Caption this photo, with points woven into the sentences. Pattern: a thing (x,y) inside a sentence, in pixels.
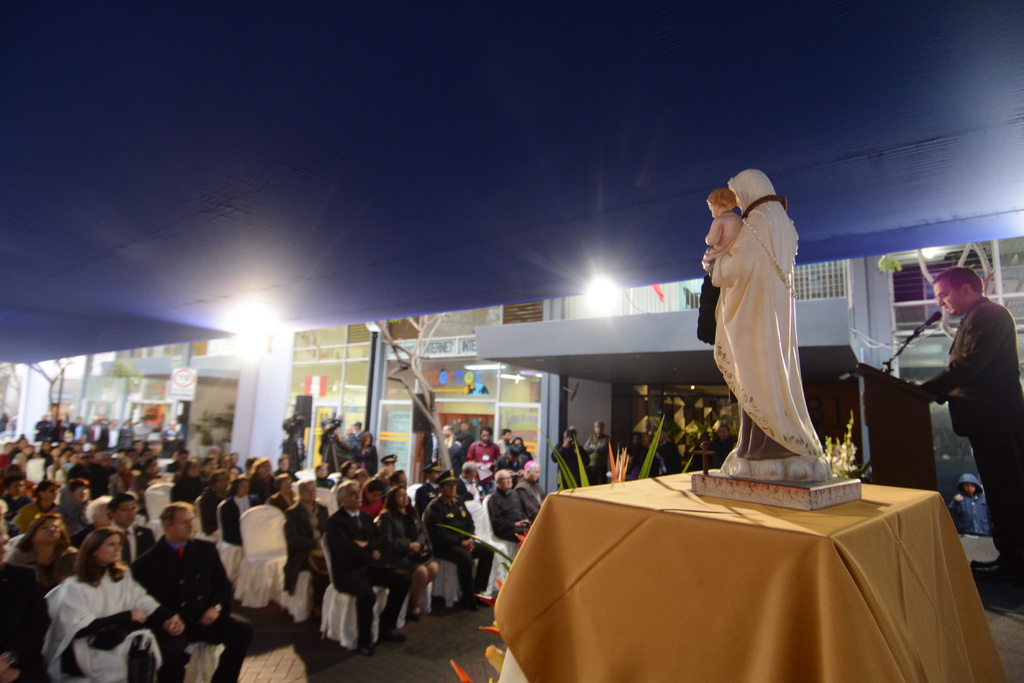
In the image we can see there are many people (173,530) wearing clothes (316,546) and they are sitting on the chair (285,600). There is a person (965,378) standing, in front of him there is a podium (887,404) and a microphone (890,370). This is a sculpture (714,282) of a person (753,315) and a baby (721,216). This is a plant (614,466), light (595,306), tree branch (411,361), board (181,382), pole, net (820,280), footpath (441,643) and a roof (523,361).
